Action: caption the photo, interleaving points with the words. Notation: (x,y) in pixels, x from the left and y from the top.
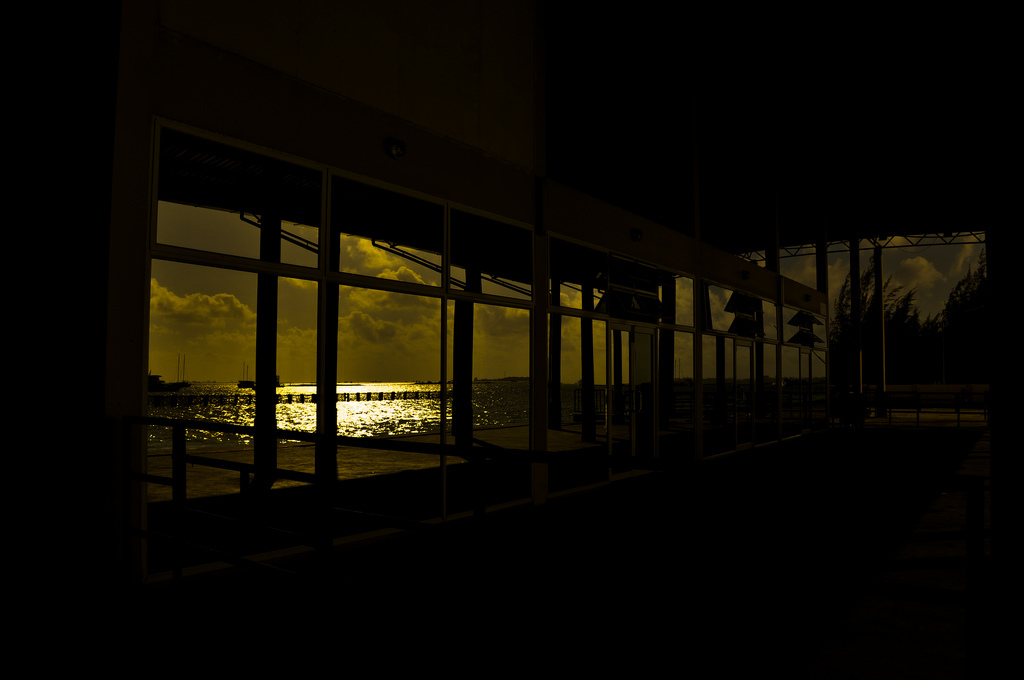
In the center of the image (613,433) there is a door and we can see a sea (385,408) through the door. In the background (831,294) there are trees (962,302) and sky (935,271).
